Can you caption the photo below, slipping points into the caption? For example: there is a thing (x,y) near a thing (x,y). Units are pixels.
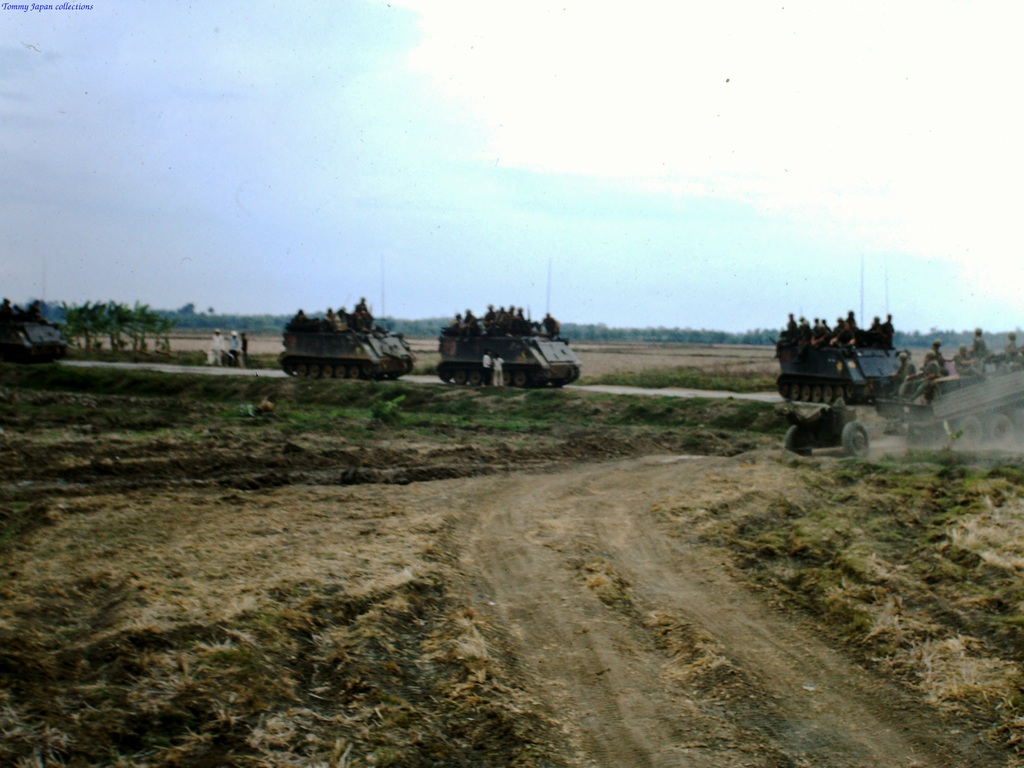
In the center of the image (345,363) we can see war tanks (59,327) and persons (901,390). At the bottom of the image (198,685) we can see grass (307,525). In the background (401,291) we can see poles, trees (140,335), sky (389,157) and clouds (423,78).
